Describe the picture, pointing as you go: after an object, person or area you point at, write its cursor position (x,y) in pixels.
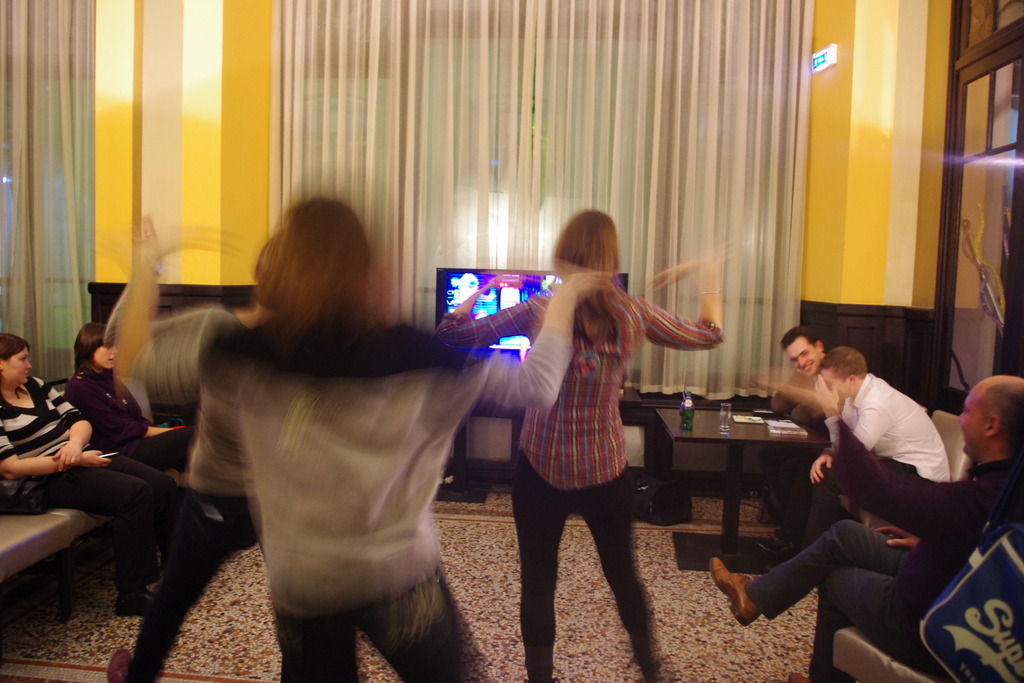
In the picture I can see some people (912,473) are sitting on the couch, some people (535,512) are dancing, in front there is a television (525,300), curtain (754,296) and doors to the wall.
